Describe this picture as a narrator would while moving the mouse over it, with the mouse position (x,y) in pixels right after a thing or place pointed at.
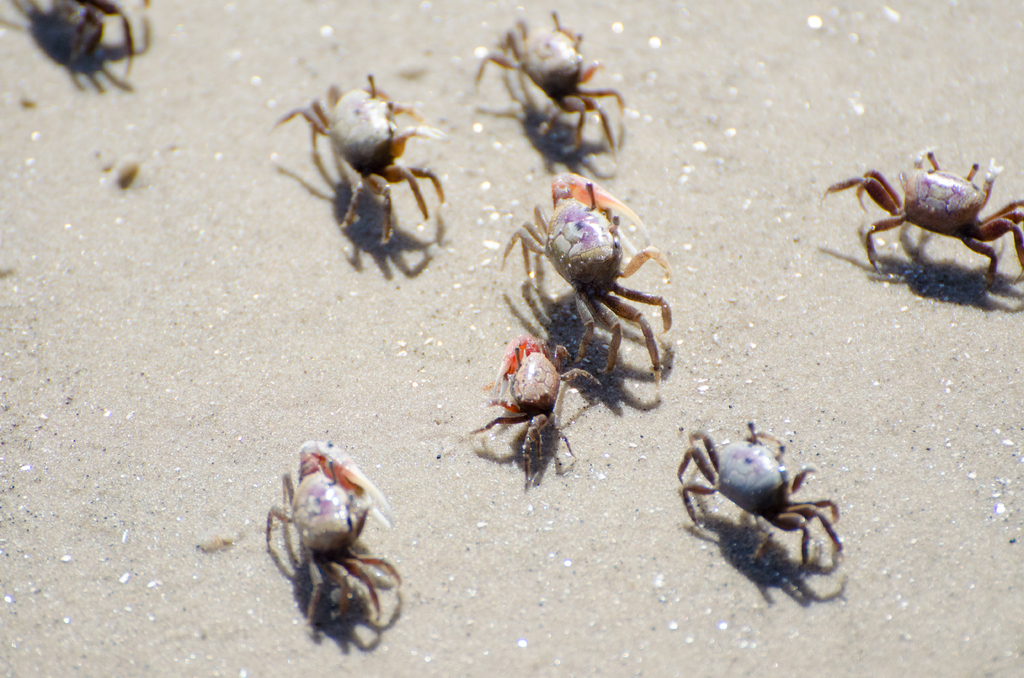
In this picture we can see crabs (543,429) on the ground (384,316).
